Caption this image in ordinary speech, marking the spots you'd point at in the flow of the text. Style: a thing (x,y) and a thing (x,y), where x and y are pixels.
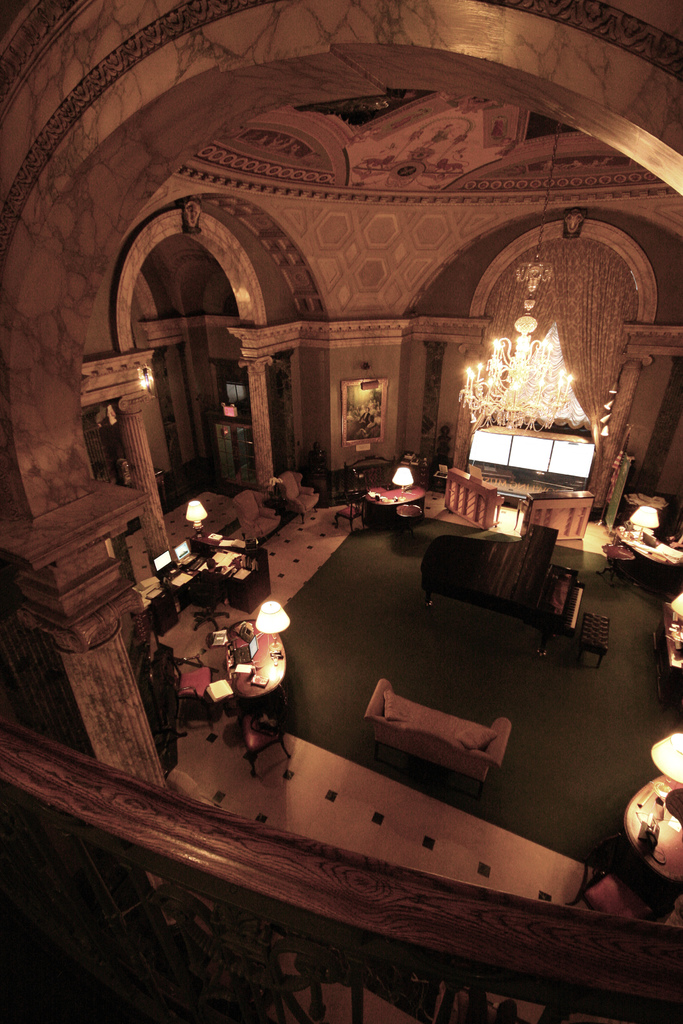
It is an inside view of a building (367,287). Here we can see walls (663,260), pillars (98,673), lights (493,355), chandelier (509,367), photo frame (371,414), few tables (399,501), chairs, piano (541,612) and couch (458,726). On the tables (264,691), we can see few objects (644,535) are placed on it. At the bottom (420,965), we can see a railing (322,944) and floor (396,830).
